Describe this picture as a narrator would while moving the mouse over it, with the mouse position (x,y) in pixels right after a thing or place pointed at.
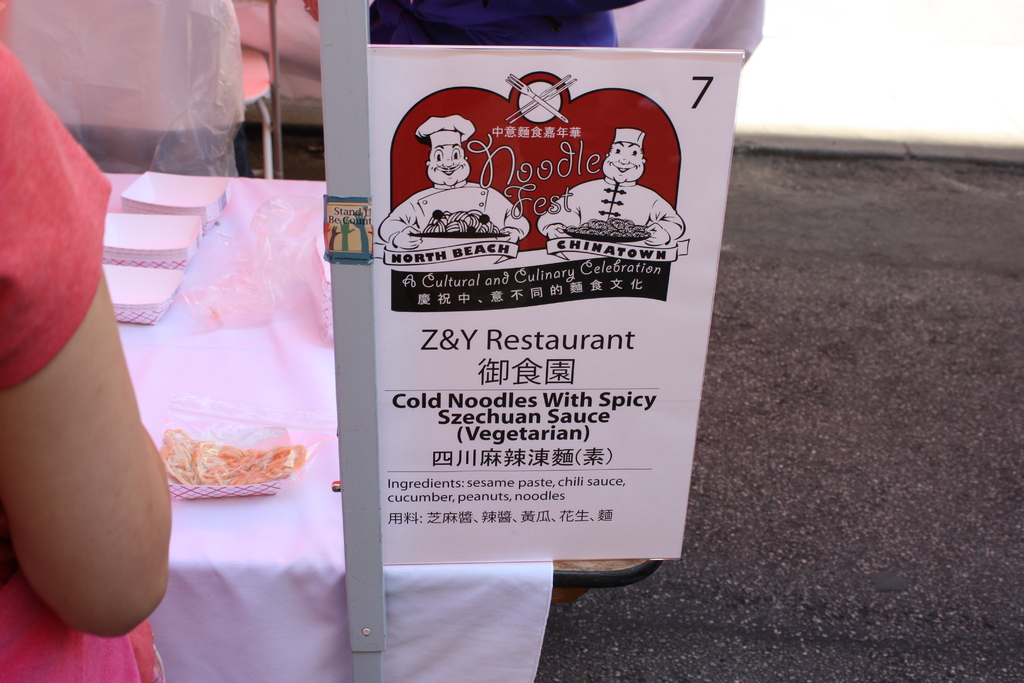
In this picture I can see a board (534,380) with some text (541,416), person hand (49,470) in front of the table (200,338), on the table (231,366) some objects (228,438) are placed.
